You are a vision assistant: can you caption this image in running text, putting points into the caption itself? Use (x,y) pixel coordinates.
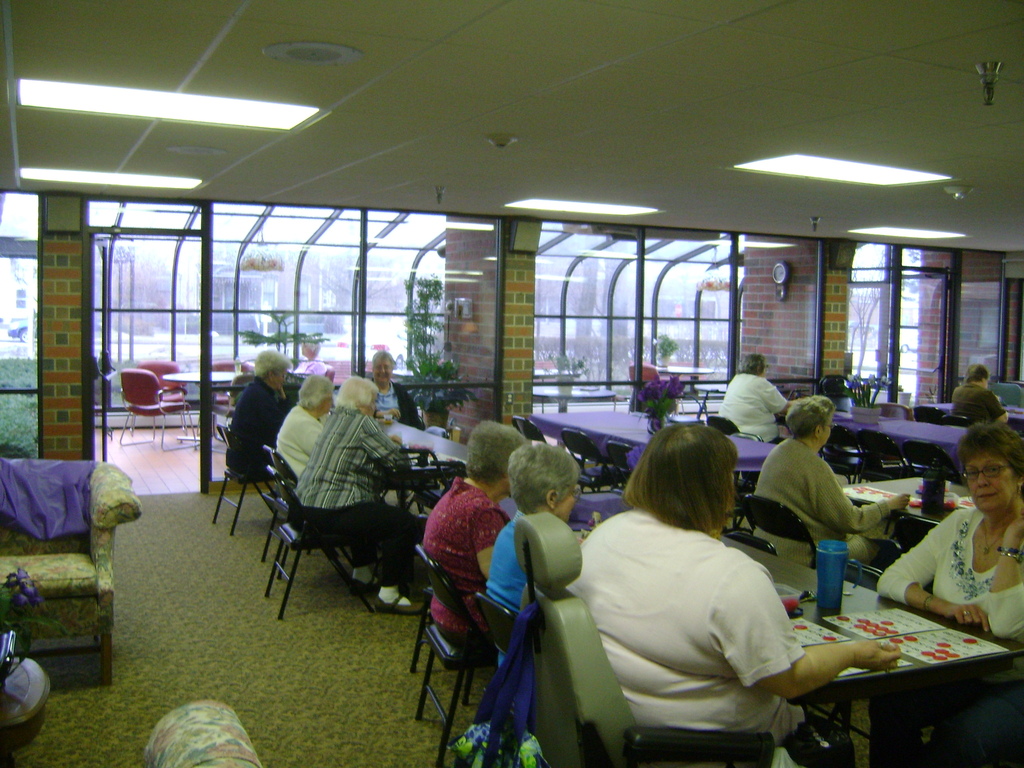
The image is clicked inside the room (612,136). There are many people (642,655) sitting in their chairs (459,663) near the tables (902,647). In the front (678,652) the women (966,471) are playing a game. In the background (615,306) there are windows (551,293) and doors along with walls (530,302). At the top (537,110) there is roof (420,147) with lights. To the left (45,521) there is a sofa (67,569). At the bottom (304,659) there is a floor (322,719) with floor mat (354,718).
